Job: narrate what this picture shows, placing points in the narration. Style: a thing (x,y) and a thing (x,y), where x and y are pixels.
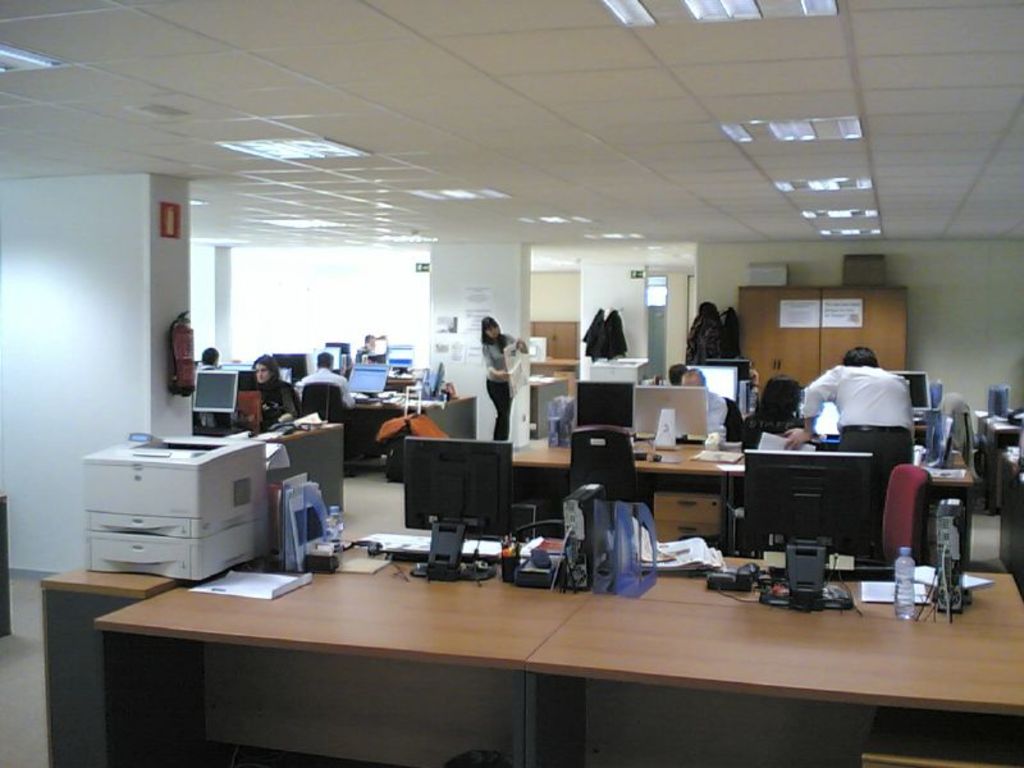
There few people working on office system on floor (28,633).
